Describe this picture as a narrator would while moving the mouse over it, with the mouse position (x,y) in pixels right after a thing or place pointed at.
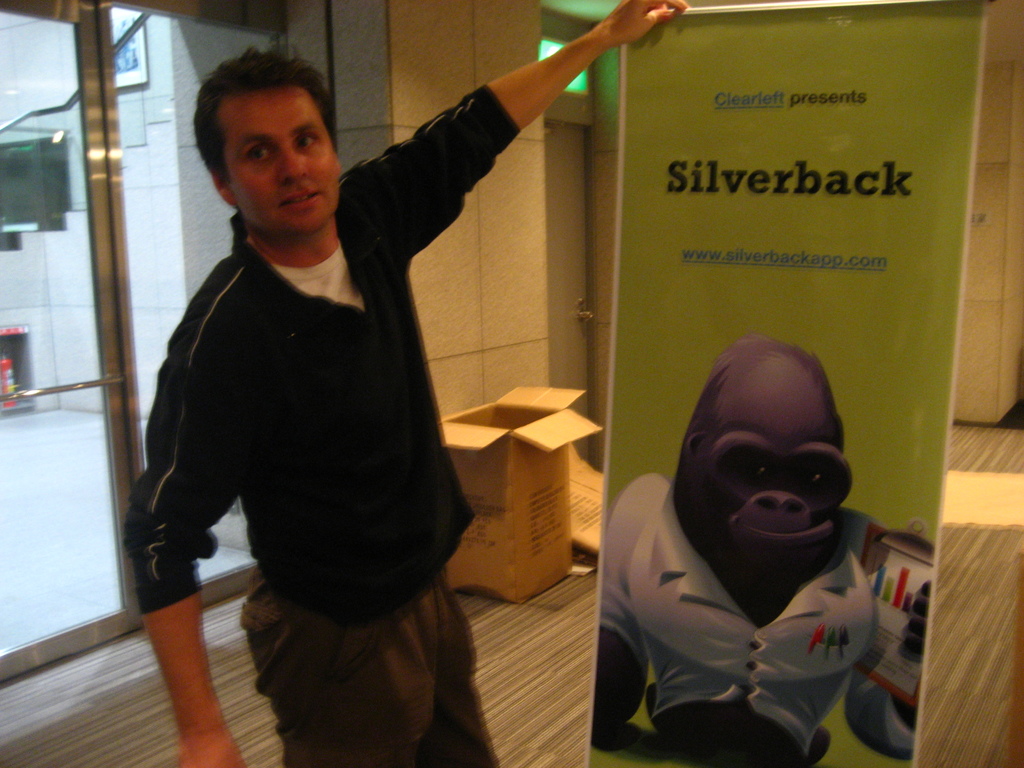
In this image I can see a person (297,394) standing, wearing a black t shirt (381,499) and holding a banner (726,586). There is a carton (509,476) at the back (552,506) and there is a glass door (96,228) on the left (146,368).
